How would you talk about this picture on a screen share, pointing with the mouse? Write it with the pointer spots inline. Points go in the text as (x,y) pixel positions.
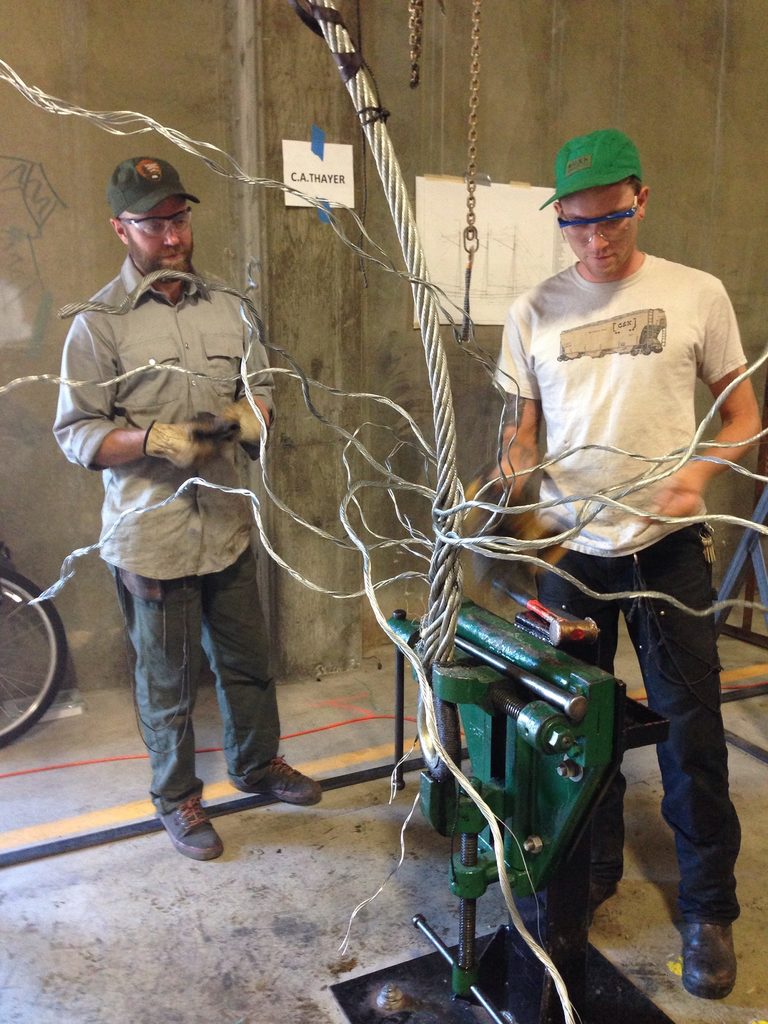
In this image there are two people (716,785) standing in front of them there is some machine (472,714) connected with cables (391,487), behind them there is a wall (252,38).
